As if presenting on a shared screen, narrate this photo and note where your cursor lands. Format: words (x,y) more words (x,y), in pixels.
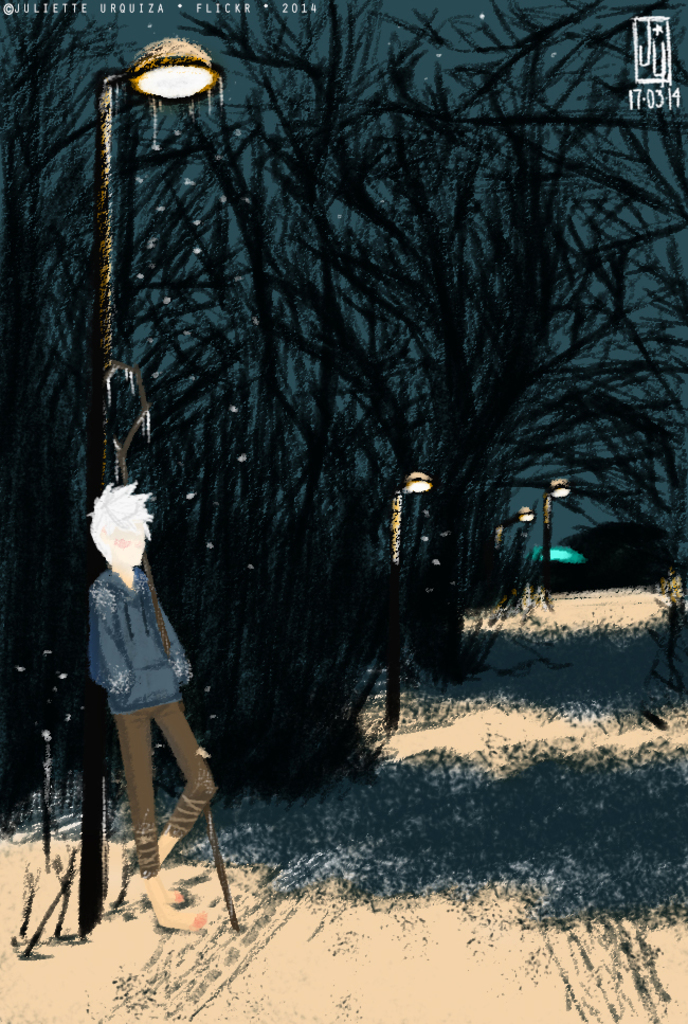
It is an animated image, where we can see there is a man (136,637) standing by leaning on the light pole (98,321). In the background (357,385) there are trees (347,387). At the bottom (458,823) there is a road (458,894). There are light poles (396,697) one beside the other.
